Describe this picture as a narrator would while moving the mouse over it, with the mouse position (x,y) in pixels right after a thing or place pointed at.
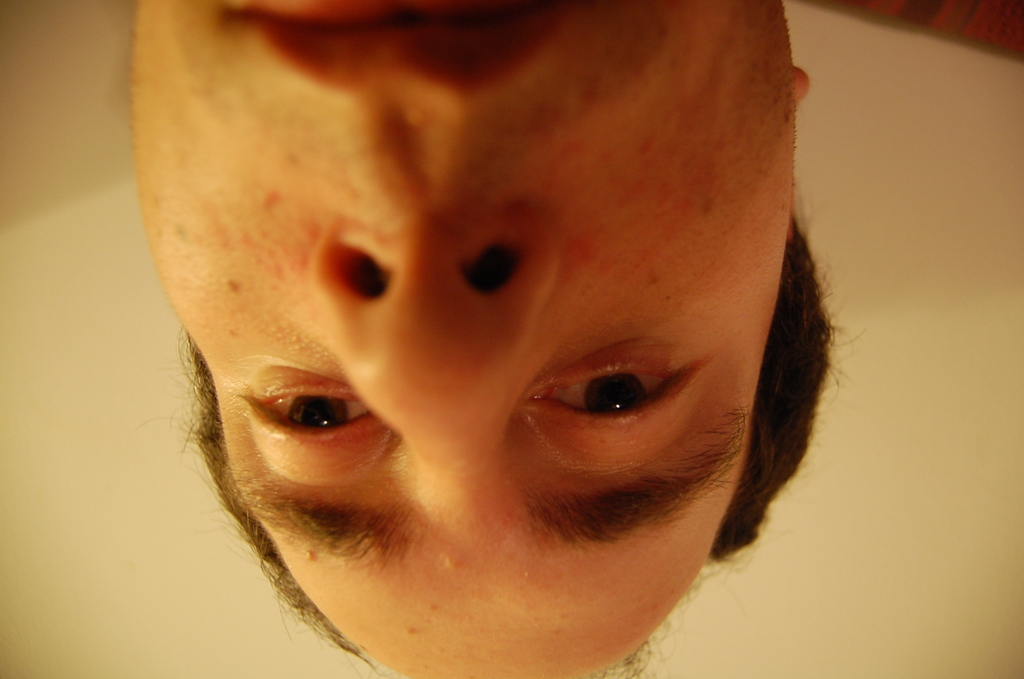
In the center of the image (536,285) we can see humans face (459,519). In the background (3,574) there is wall (3,574).
